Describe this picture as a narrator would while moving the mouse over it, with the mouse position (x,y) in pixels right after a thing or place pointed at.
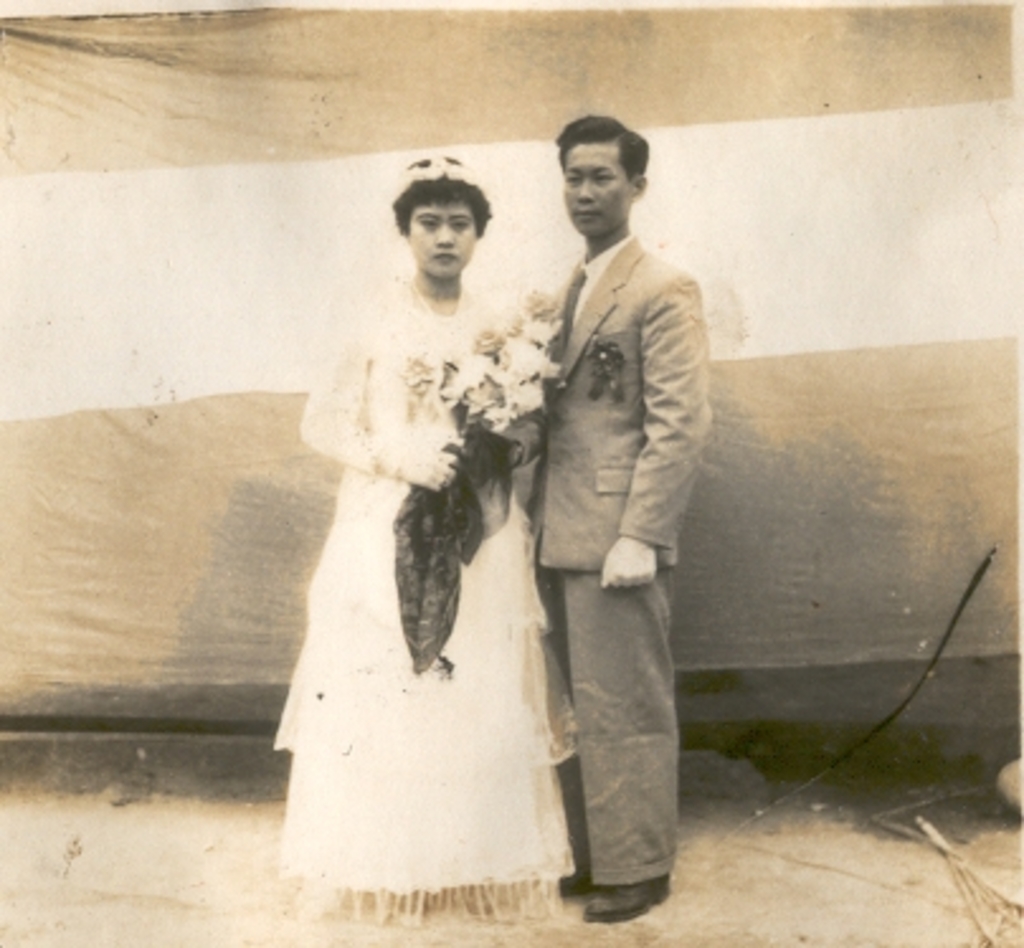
There is a man (545,516) and a woman (305,752) standing in the center of the image (486,473), a woman (465,338) holding a bouquet (528,347), it seems like a curtain (102,291) in the background area (676,259).
